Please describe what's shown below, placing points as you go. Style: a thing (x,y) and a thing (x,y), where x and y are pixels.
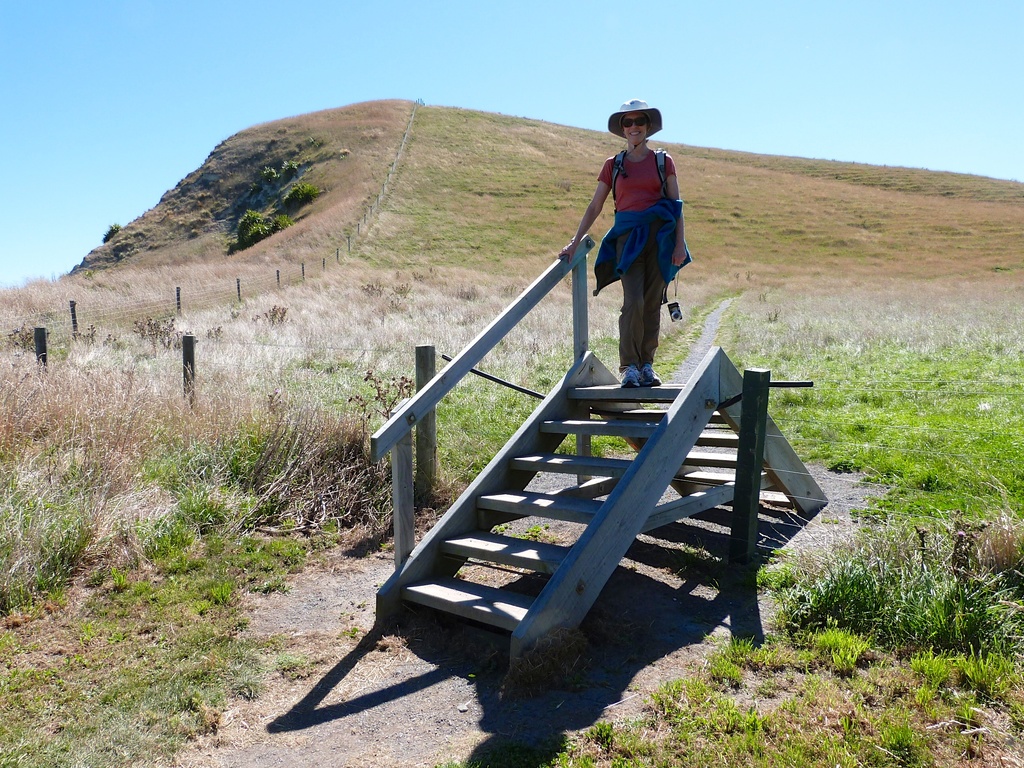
In the center of the image (654,301) we can see woman (637,232) standing on the stairs (581,408). In the background (177,388) we can see fencing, hill (417,161), trees (279,227), plants (291,223), grass (488,196) and sky (235,70).
